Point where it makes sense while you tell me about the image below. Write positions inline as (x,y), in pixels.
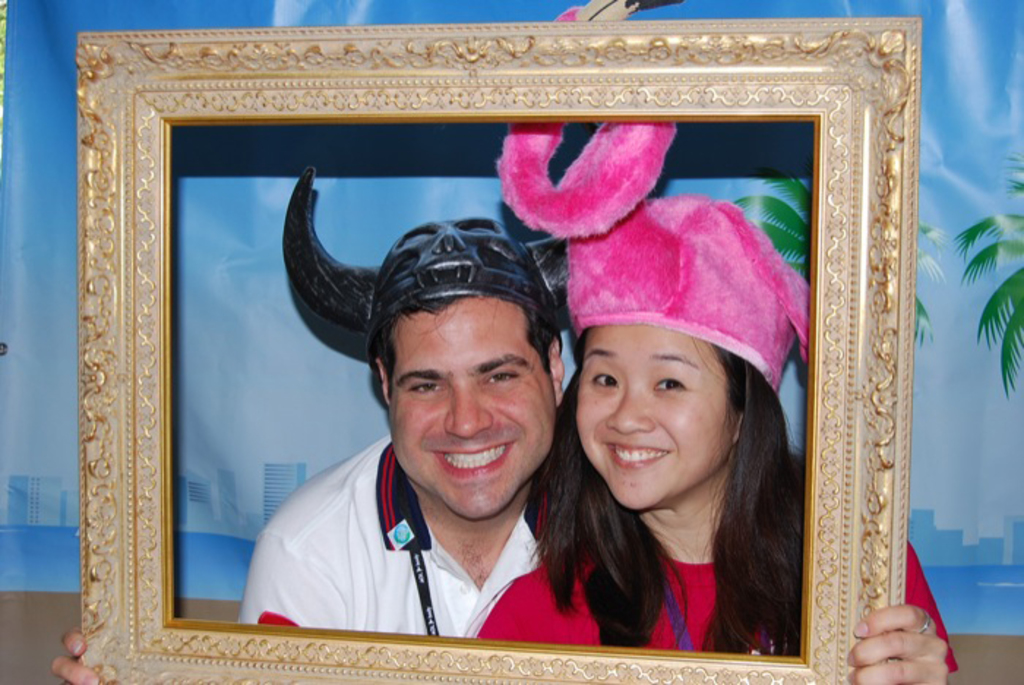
In this image we can see a man (485,578) and a woman (620,642) wearing caps (575,272) are holding the frame (126,505) in their hands (878,644). In the background (1009,470), we can see a banner (11,415) with some pictures (1004,304) of trees (967,271) and buildings (269,506).
